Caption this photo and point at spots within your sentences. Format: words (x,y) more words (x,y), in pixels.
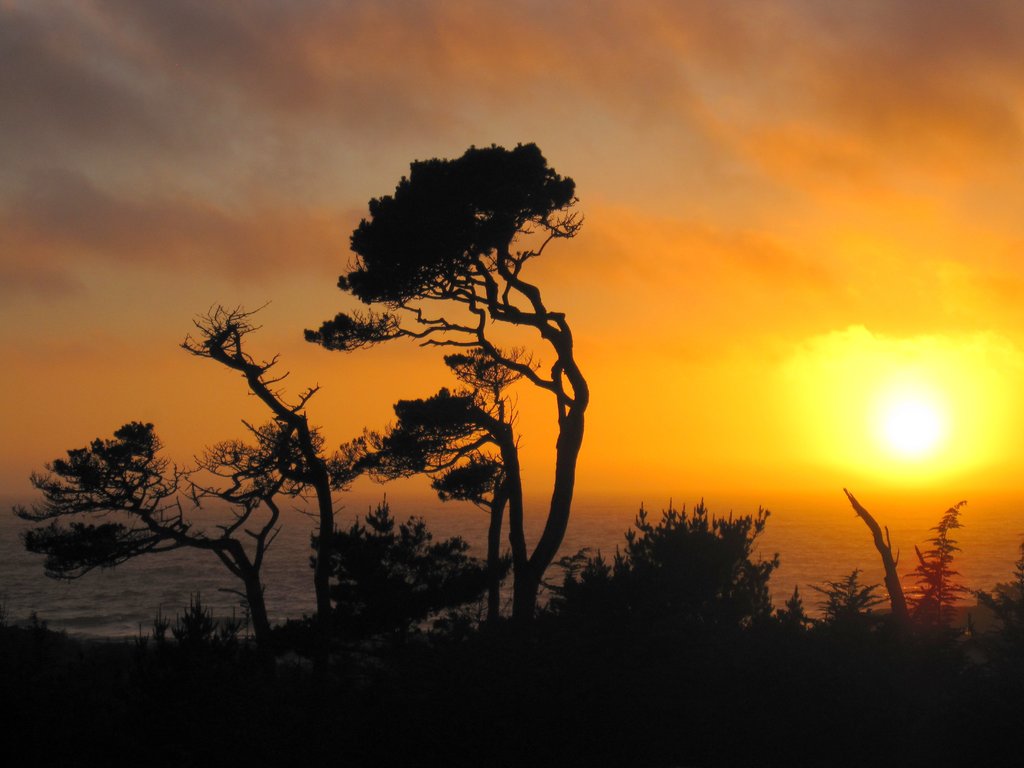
In this image, we can see some trees (578,416), we can see the water (596,508) and the sunset (758,374).
